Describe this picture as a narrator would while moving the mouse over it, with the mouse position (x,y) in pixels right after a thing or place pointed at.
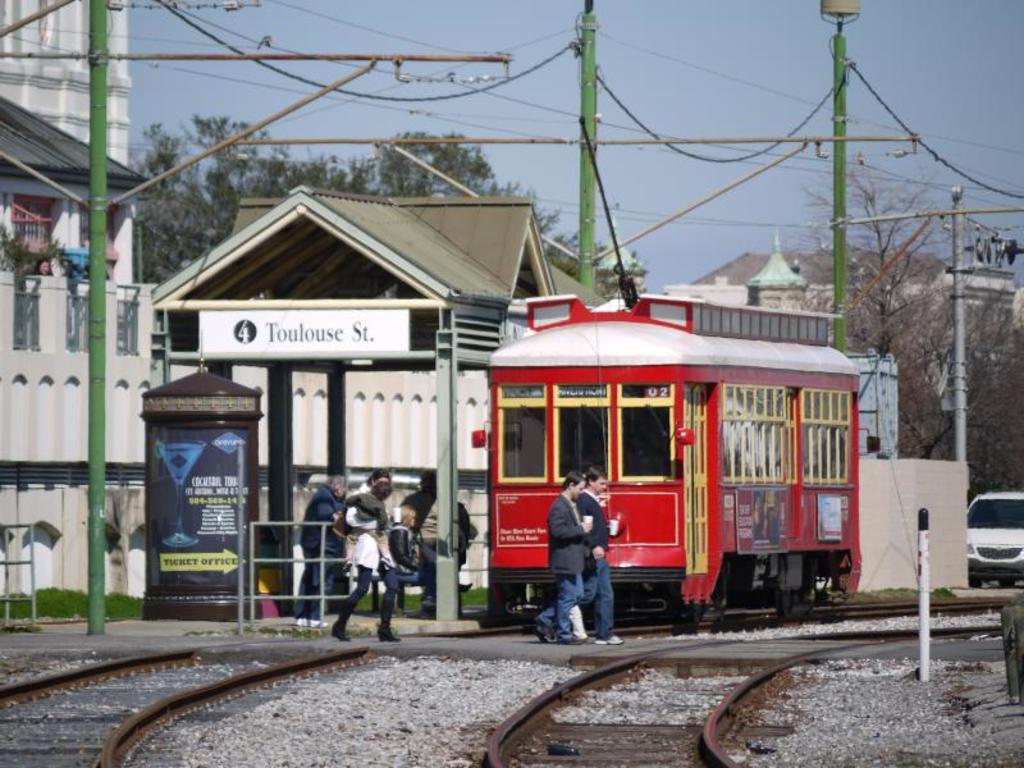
In the picture we can see two railway tracks (55,693) with a train (734,544) on it which is red in color with windshield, windows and doors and beside the train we can see a shed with a name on it TOULOUSE St. and behind it we can see poles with wires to it and behind it we can see a building (54,230) and near it we can see some trees (1012,388) and we can see some poles (964,350) and wall (951,583) and near it we can see a car (972,566) is parked and in the background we can see a sky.
